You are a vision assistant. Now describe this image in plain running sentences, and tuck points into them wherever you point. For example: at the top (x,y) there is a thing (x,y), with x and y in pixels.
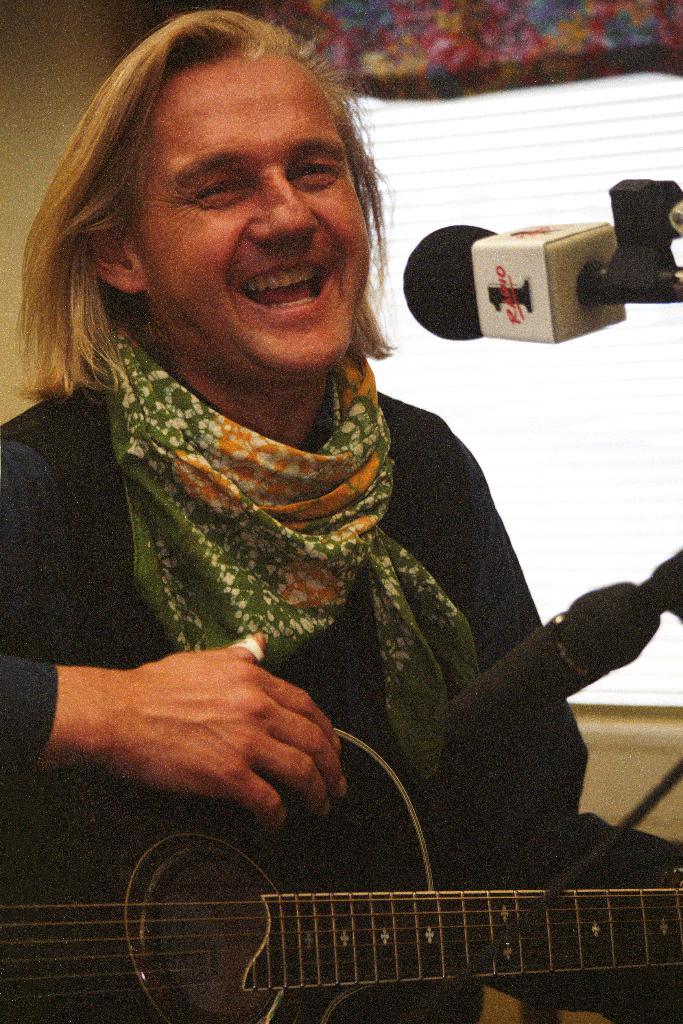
Here we see a person (631,983) holding a guitar (665,933) with a smile on his face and we can see a microphone (437,245) in front of him.
